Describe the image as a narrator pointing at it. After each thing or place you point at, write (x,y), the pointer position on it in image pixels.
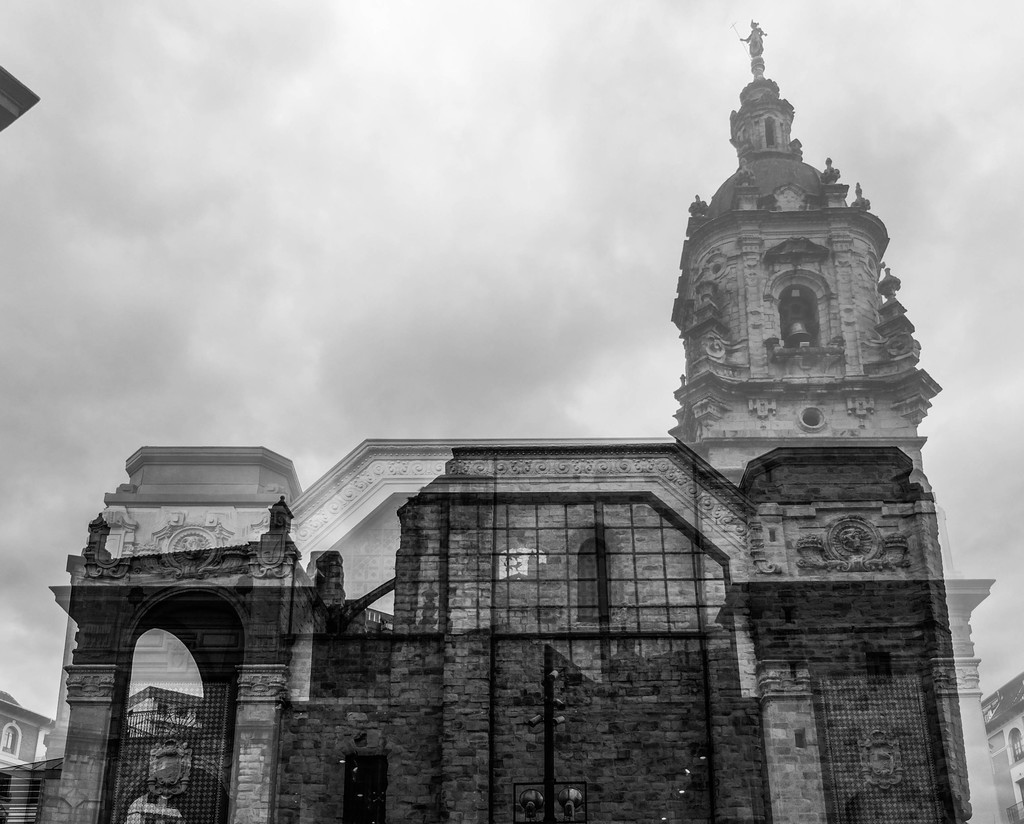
This picture seems to be an edited image. In the foreground (538,604) we can see the buildings (753,412) and a spire (810,273) and we can see the sculpture (761,50) of a person (754,39) holding some object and standing. In the background (199,188) we can see the sky (417,181) which is full of clouds (372,88).
